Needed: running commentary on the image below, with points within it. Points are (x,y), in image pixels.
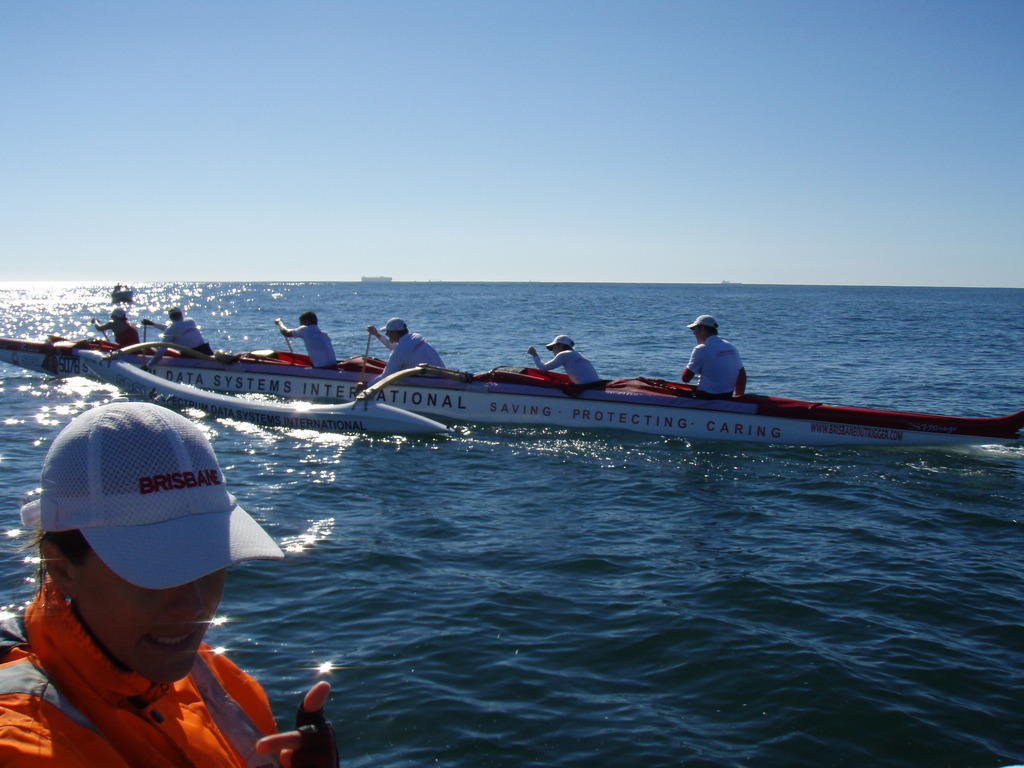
In this image there is the sky (471,161), there is a sea (677,486), there is a boat (637,416) truncated, there are persons (539,360) on the boat (415,373), there are persons (170,328) rowing the boat (540,381), there is a person (133,704) truncated towards the bottom of the image (64,579).
